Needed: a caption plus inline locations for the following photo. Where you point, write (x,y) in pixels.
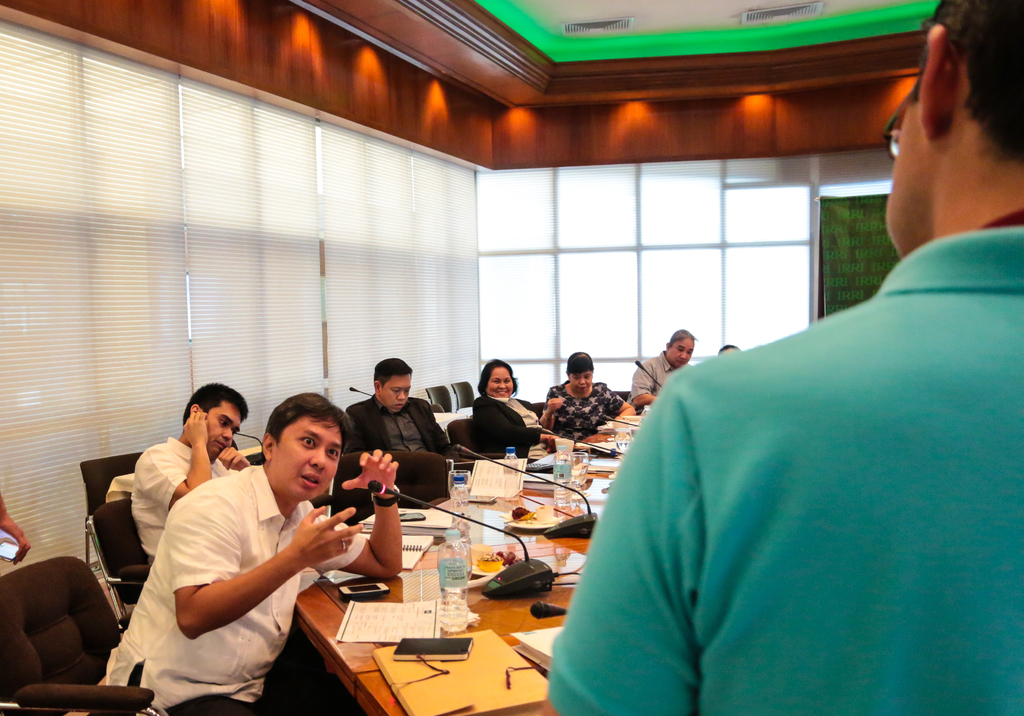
This picture is clicked in a conference hall (432,607). Here, we see many people (299,448) sitting on chair (532,409) on one side of the table (521,536). On table (402,597), we see file (432,671), paper (395,636), book (421,542), water bottle (460,569), plate (508,521) containing snacks (536,513) are placed. Behind them, we see a window (417,237) and on top of the picture (470,24), we see the ceiling (789,28) of that room (477,8). Man (315,439) in front of the picture wearing white shirt (255,527) is talking something on microphone (398,497).
